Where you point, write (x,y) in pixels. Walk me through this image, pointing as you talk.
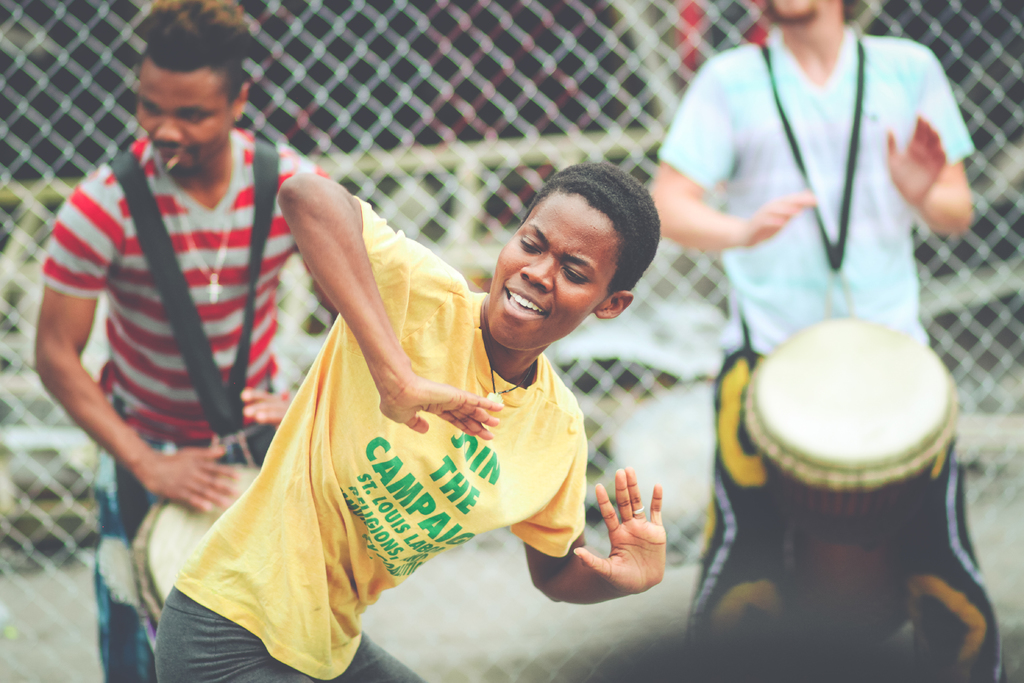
Here we can see a man (359,335) wearing a t shirt (338,562) and he is dancing. Here we can see a two people (298,172) who are playing a drum (780,376) with hands (927,174). In the background (665,111) we can see a net (443,90).
